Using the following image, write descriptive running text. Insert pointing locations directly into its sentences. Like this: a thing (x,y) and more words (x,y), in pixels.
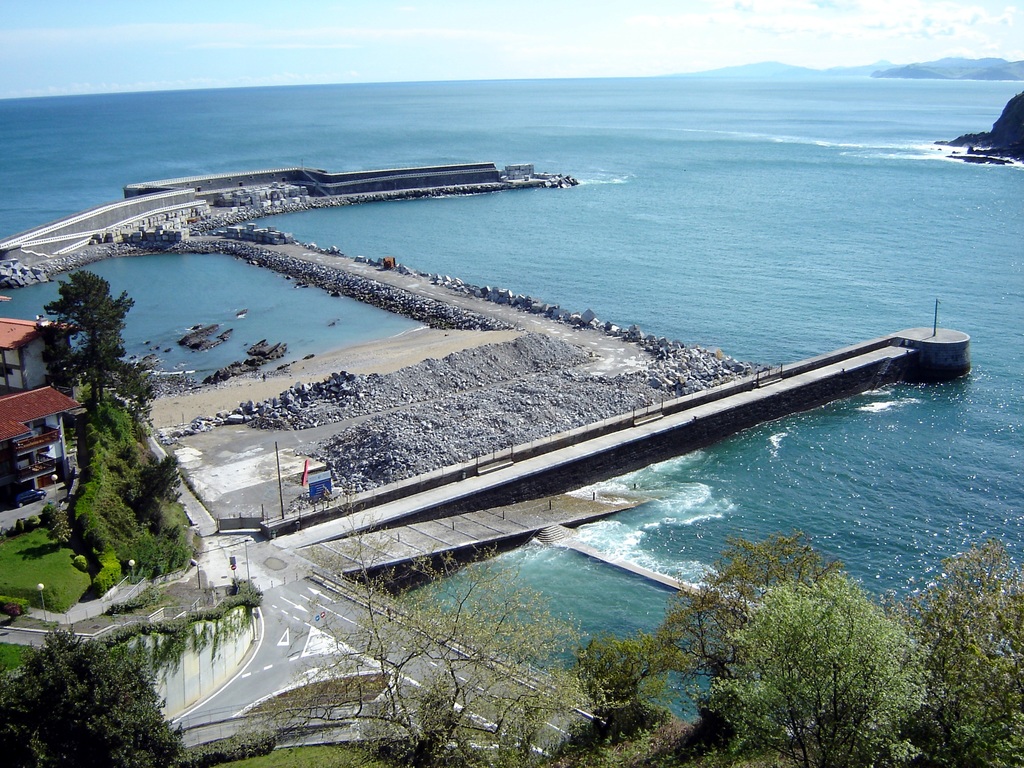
On the left side (13,353) there are buildings (29,346), trees (65,373) and a grass lawn (44,552). Also there are roads (293,660) and trees (792,693). There are rocks (318,397). In the back (579,179) there is water (635,106) and sky (356,80).
